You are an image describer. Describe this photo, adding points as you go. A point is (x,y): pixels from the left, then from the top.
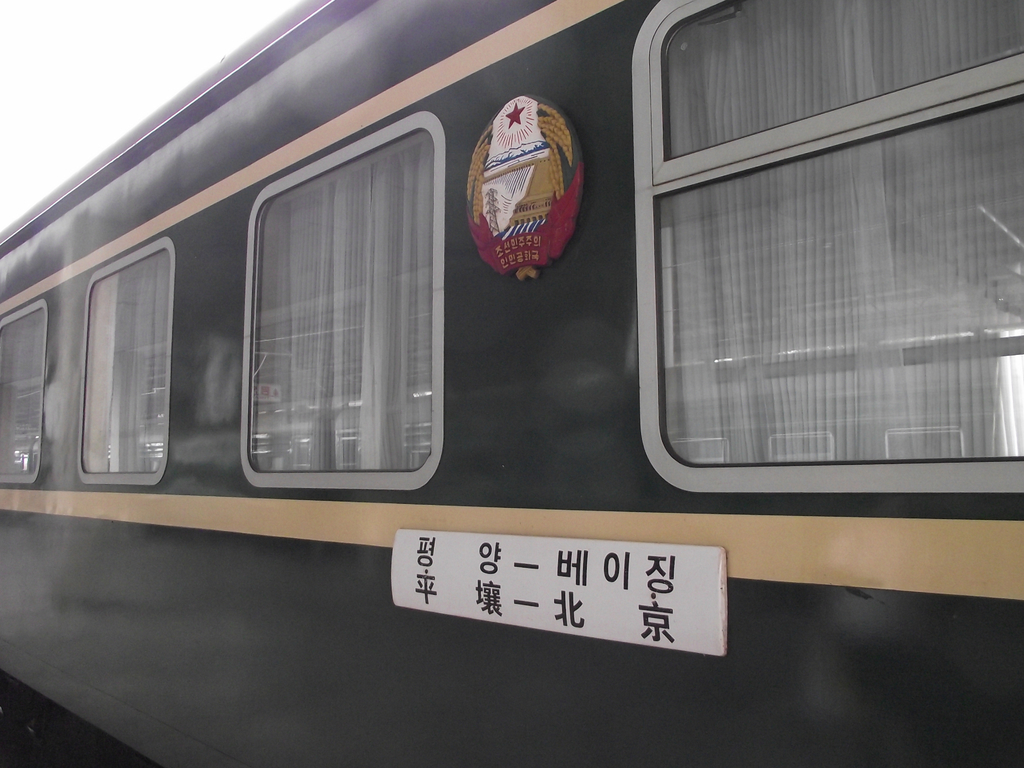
In this image I can see a train (399,417) along with the windows (977,305). Behind the windows (701,390) there are curtains (814,351). Here I can see two boards (529,563) attached to the train (335,663). On the board (506,588), I can see some text (612,585).
